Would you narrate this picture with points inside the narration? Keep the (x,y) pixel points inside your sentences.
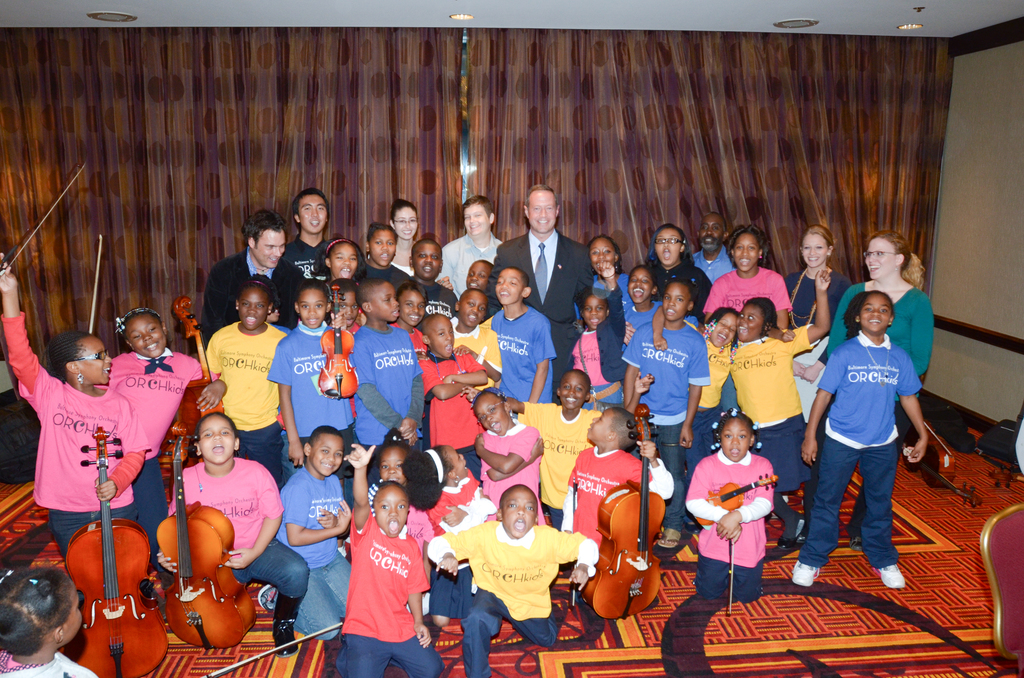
In this image I can see group of people (418,659) some are standing and some are sitting holding few musical instruments (109,541). Background (274,120) I can see two curtains (664,165) in brown color.
